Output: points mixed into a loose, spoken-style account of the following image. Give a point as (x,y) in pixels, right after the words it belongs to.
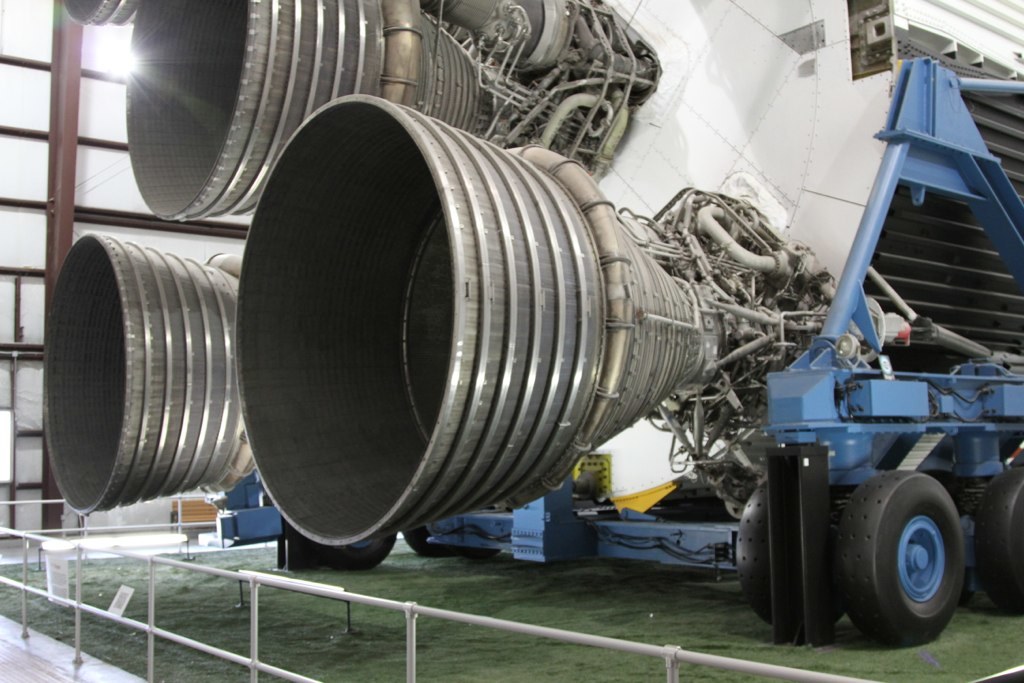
In this picture we can see a machine (520,317) attached to a vehicle (880,397). This is a grass (499,648). Here we can see a fence (256,605).
